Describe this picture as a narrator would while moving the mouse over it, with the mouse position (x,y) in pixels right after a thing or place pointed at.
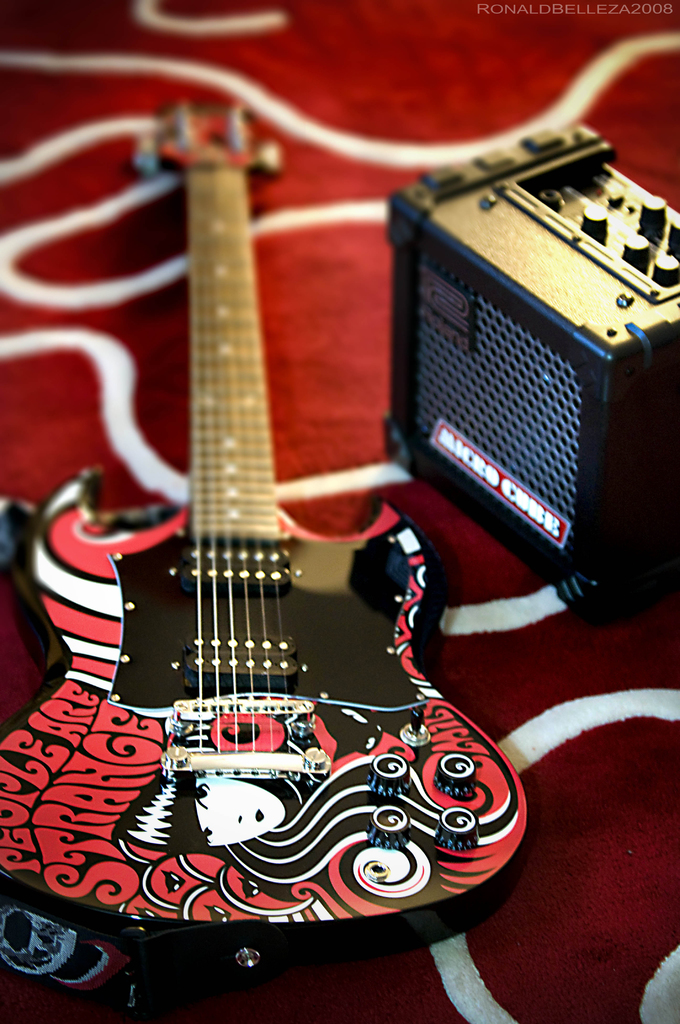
In this image we can see a guitar (310,632) and some object (673,244) are placed on the surface (500,59) of the carpet (611,59).
